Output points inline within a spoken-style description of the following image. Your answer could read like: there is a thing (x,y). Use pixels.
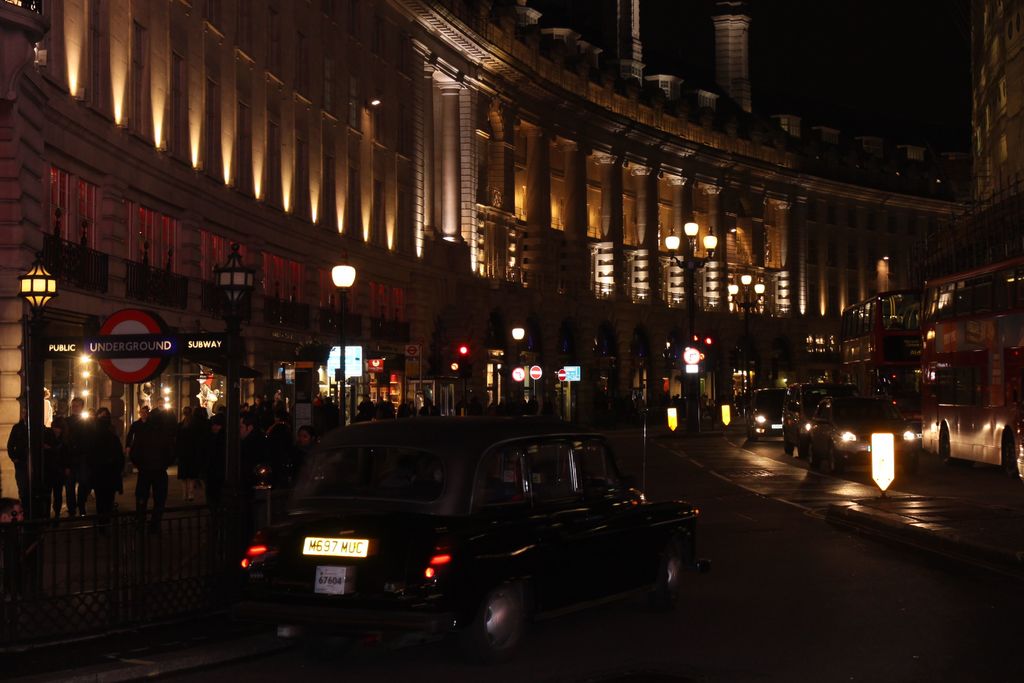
This picture is dark, we can see vehicles (776,396) on the road (813,470), fence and people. In the background (47,293) we can see lights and boards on poles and buildings (662,254).
